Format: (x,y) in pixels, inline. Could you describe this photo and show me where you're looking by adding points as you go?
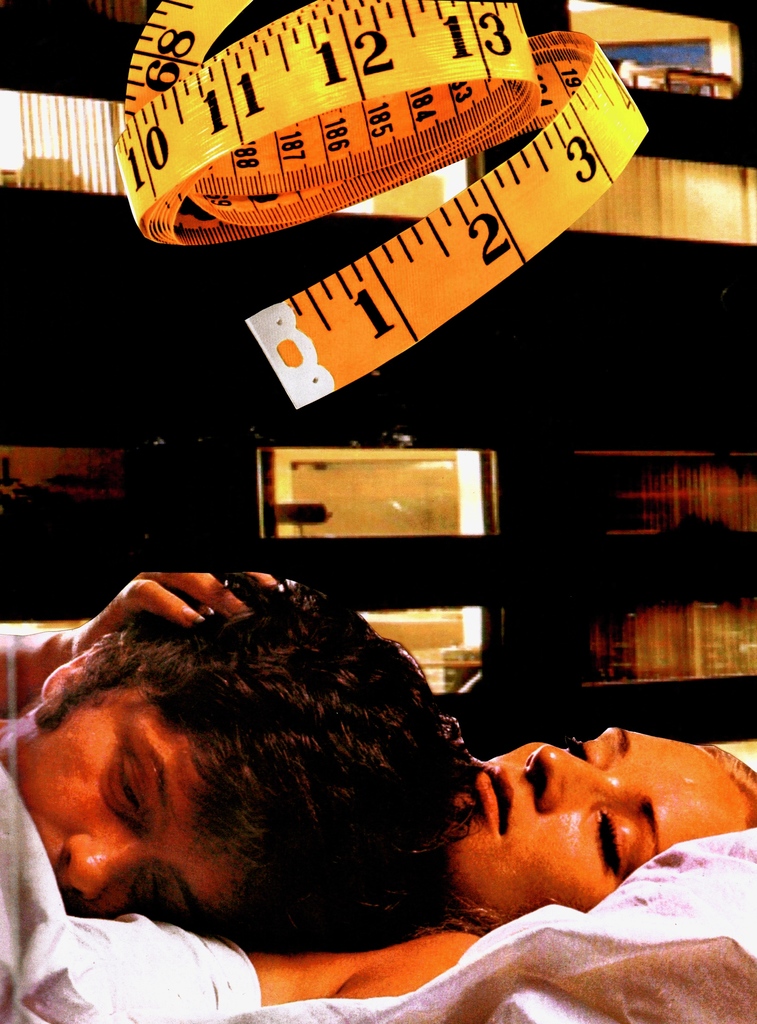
In this image, we can see a man (225,792) lying on a lady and at the top (294,201), there is a tape (437,258).
